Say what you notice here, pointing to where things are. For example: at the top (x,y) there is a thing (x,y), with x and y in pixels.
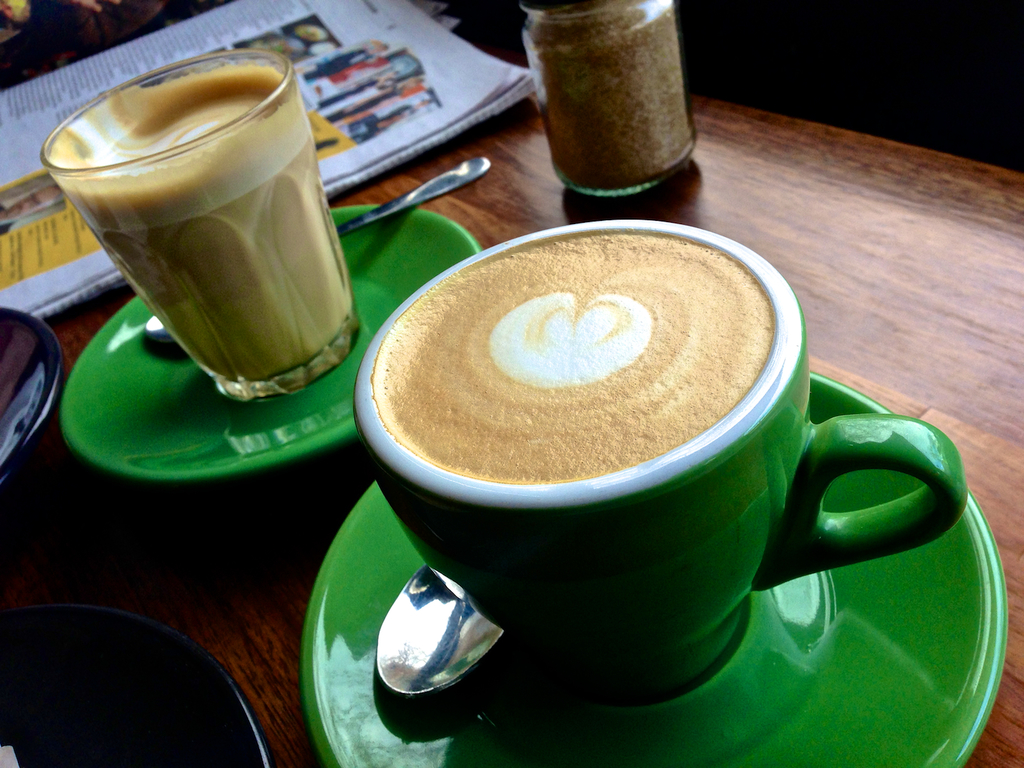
In this picture we can see cup (597,540) with coffee (510,422) in it, saucer (744,725), spoon (437,613), glass (290,190), newspaper (385,57), book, jar (547,128) on table (908,346).
